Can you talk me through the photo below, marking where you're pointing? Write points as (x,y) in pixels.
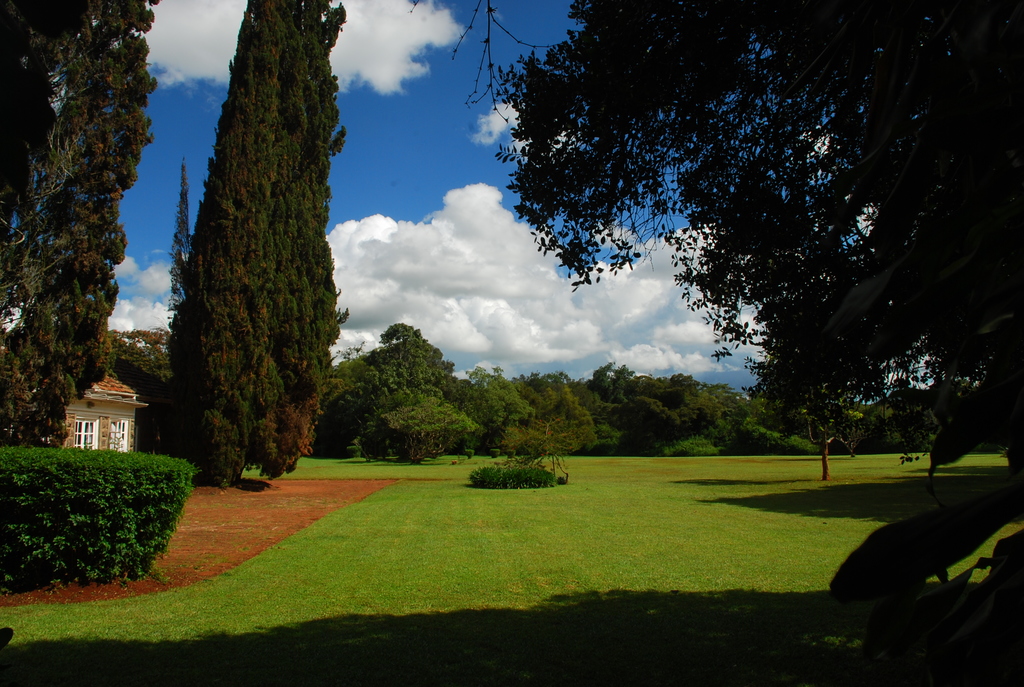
In this picture there is a greenery ground (660,564) and there is a house (86,422) in the left corner (99,409) and there are trees (608,423) in the background (678,424).
